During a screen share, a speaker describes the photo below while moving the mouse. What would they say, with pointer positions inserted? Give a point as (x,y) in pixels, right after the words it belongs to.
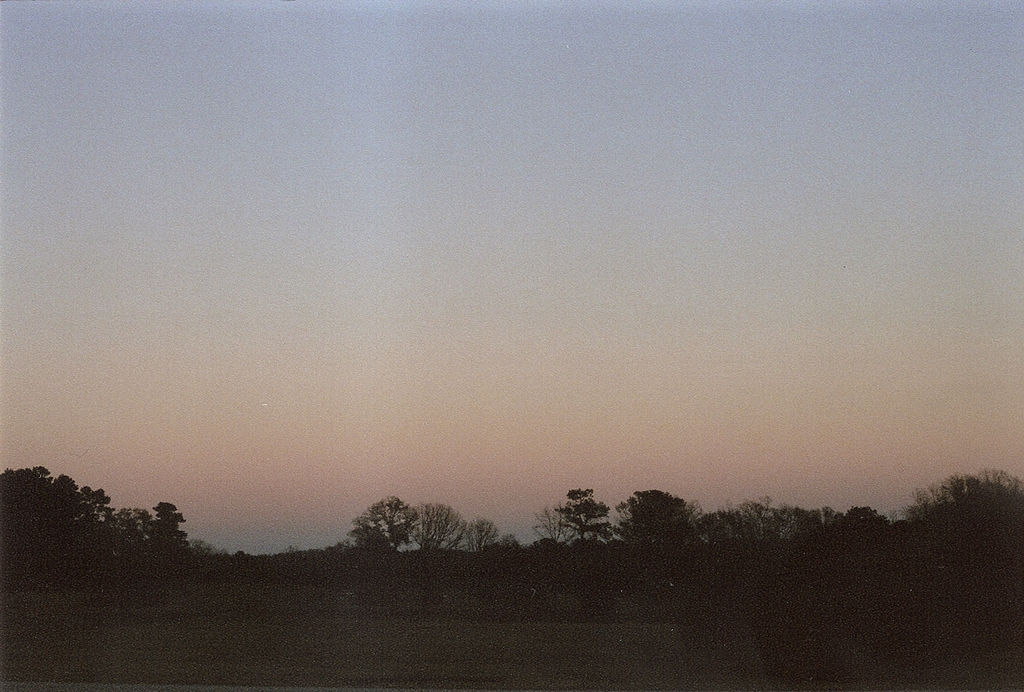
At the bottom of the picture (473,563), we see the trees (219,583). At the top (781,163), we see the sky (441,258), which is blue in color.
